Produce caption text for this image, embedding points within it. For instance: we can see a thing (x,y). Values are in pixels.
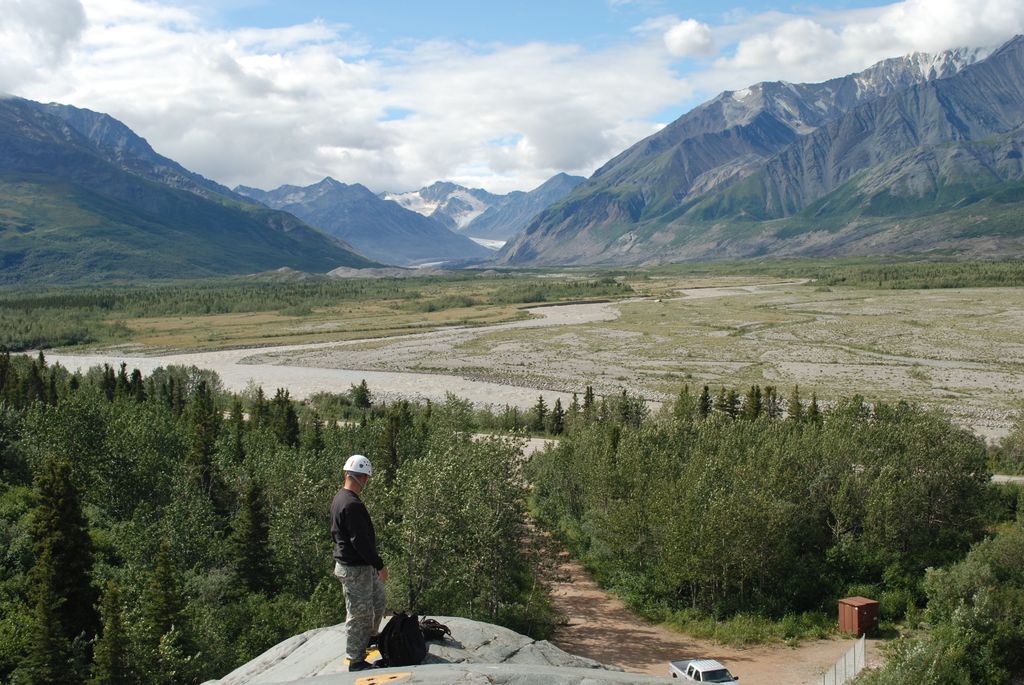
In this image we can see a person (366,520) wearing helmet (364,457) is standing on a rock (324,627). Near to him there is a bag (421,650). Also we can see a car (704,670). In the back (699,501) there are trees (779,501). In the background (703,208) there are mountains (708,204) and there is sky (453,78) with clouds (440,58).
